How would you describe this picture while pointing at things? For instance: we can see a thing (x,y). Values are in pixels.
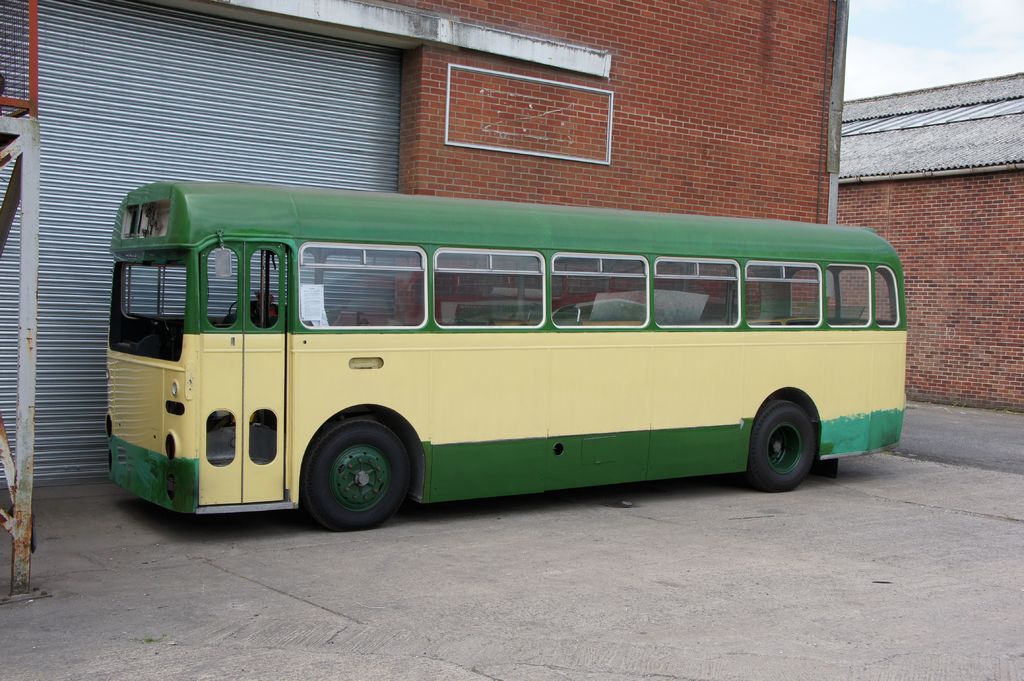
In the image we can see a bus (578,419), pale yellow and green in color, these are the windows (343,294) of the bus (421,313). Here we can see road (909,619), brick wall (914,189), shutter (133,112) and cloudy sky (908,50).
